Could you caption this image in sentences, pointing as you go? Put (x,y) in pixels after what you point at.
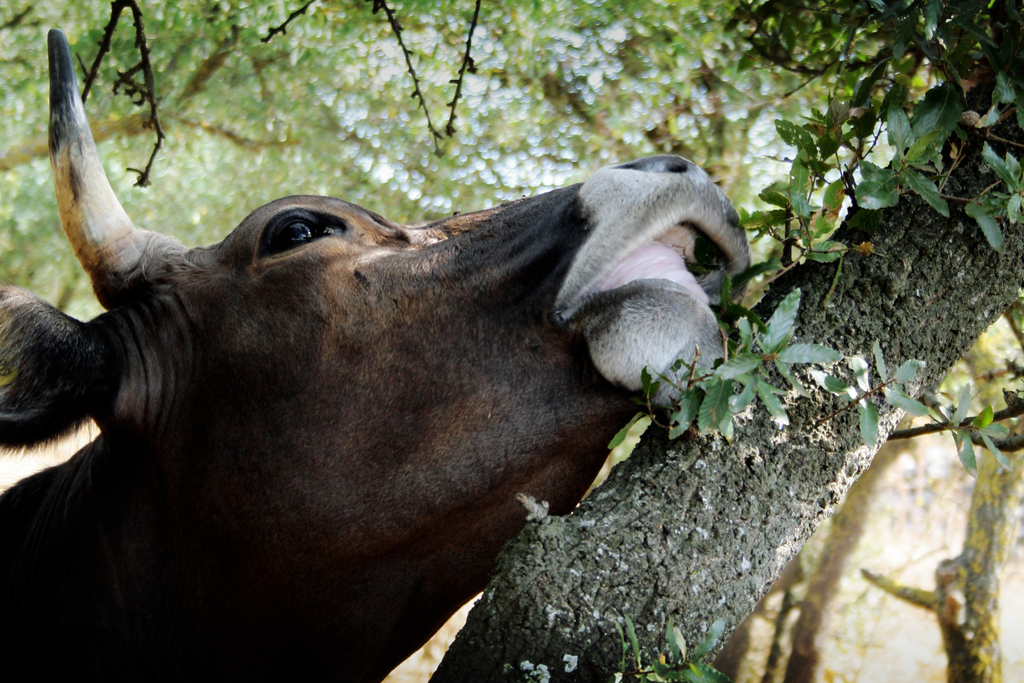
In this image I see an animal (398,283) over here which is of black, white and brown in color and I see the tree (915,286) over here on which there are leaves (763,3). In the background (628,11) I see many more trees (578,143).
